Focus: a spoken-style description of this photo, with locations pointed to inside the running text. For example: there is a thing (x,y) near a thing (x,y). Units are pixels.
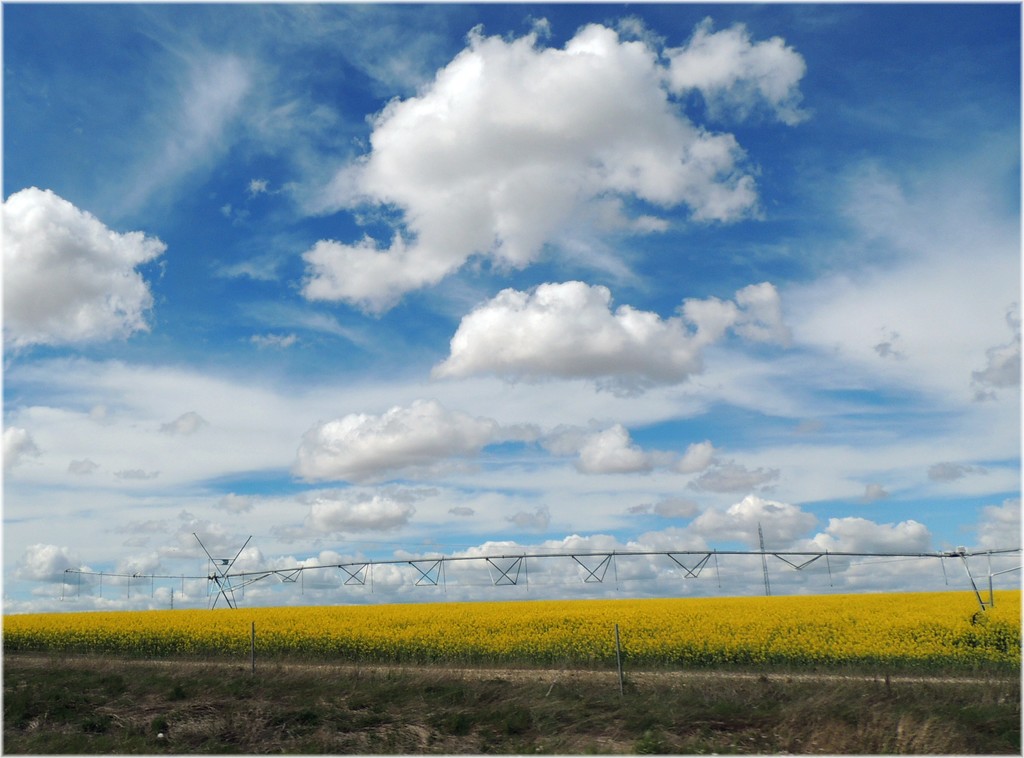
In this image there are so many flower plants (460,626) in the middle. At the bottom (527,724) there is grass (593,708). At the top (422,204) there is the sky (416,256). In the middle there are poles (171,590) to which there are wires (779,556).
